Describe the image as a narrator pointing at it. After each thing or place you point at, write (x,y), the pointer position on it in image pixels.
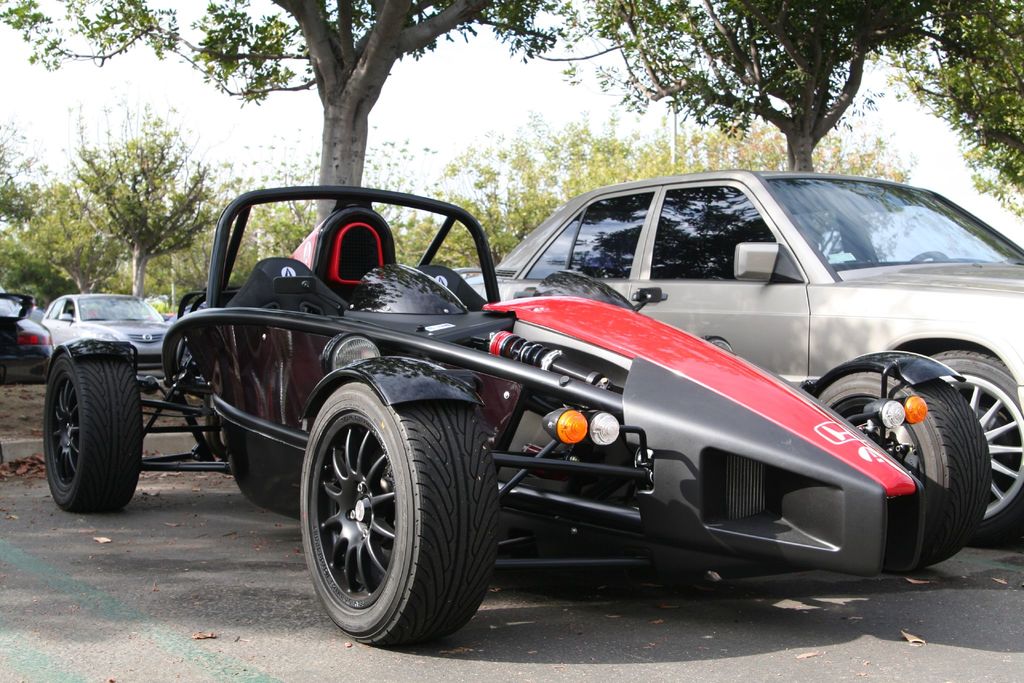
In this picture I can observe two cars (680,378). One of them is looking like F1 racing car (428,384). In the background (372,13) there are trees (524,163) and sky (444,77).
